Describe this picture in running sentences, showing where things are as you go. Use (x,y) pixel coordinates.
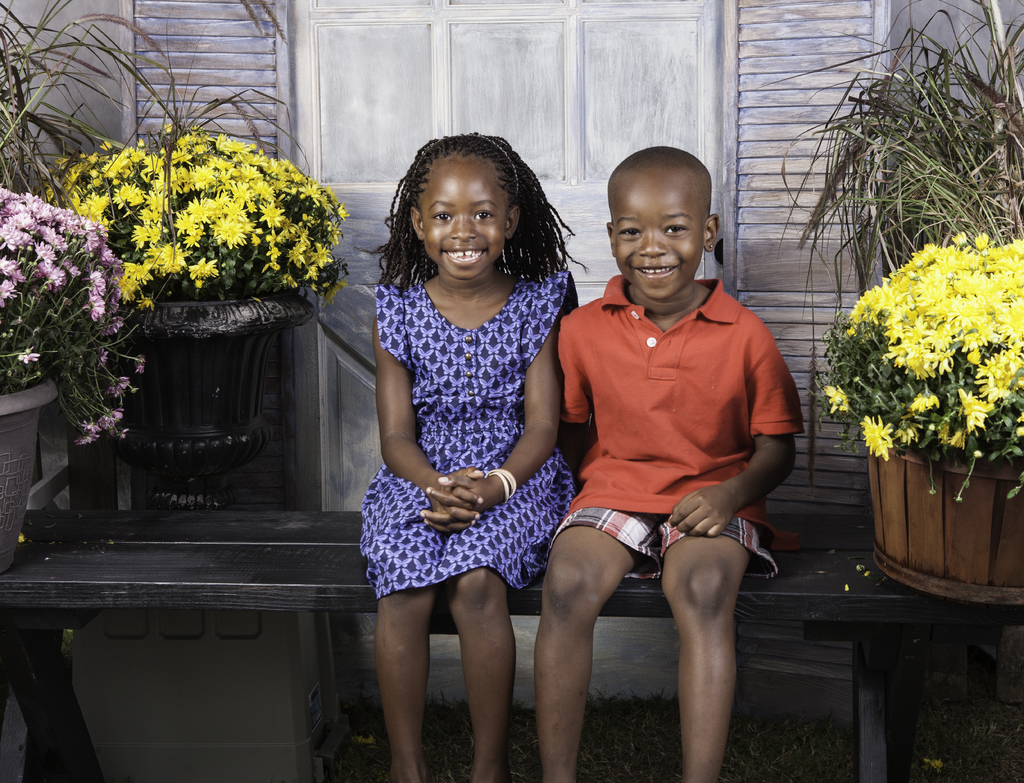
In the picture we can see two childrens (470,417) are sitting on the bench (53,514) and smiling. Beside them there are some flower pots (105,250).
